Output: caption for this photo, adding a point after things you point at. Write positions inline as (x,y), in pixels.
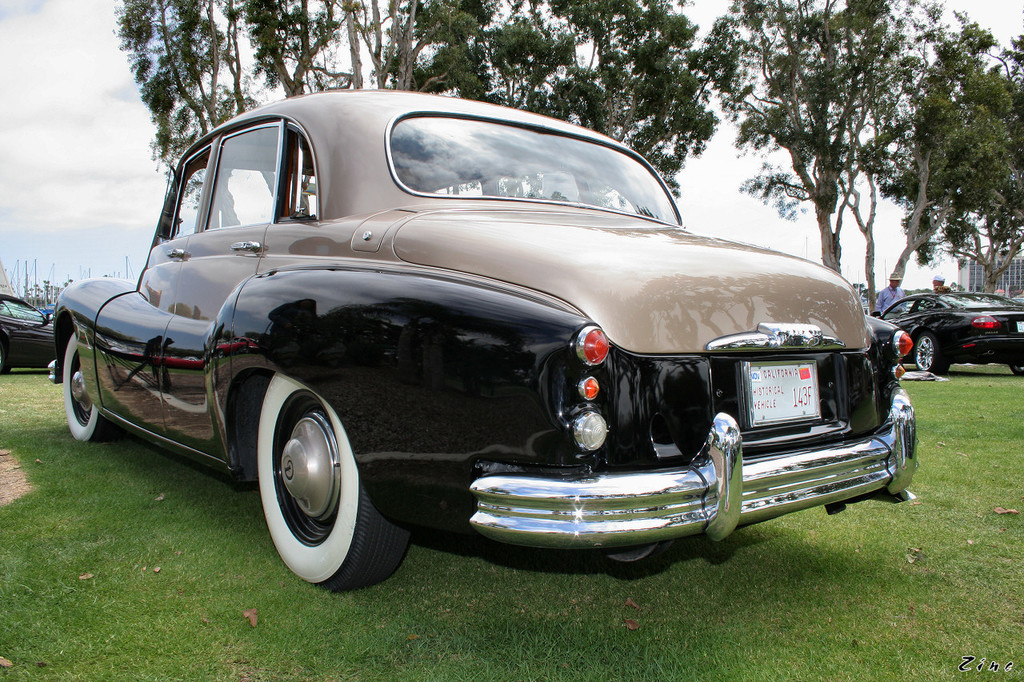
In the image we can see there are cars (724,359) which are parked on the ground (726,592) and the ground (729,596) is covered with grass (683,549). Behind there are people (903,294) standing, there is a building (964,276) and there are lot of trees (532,73).
